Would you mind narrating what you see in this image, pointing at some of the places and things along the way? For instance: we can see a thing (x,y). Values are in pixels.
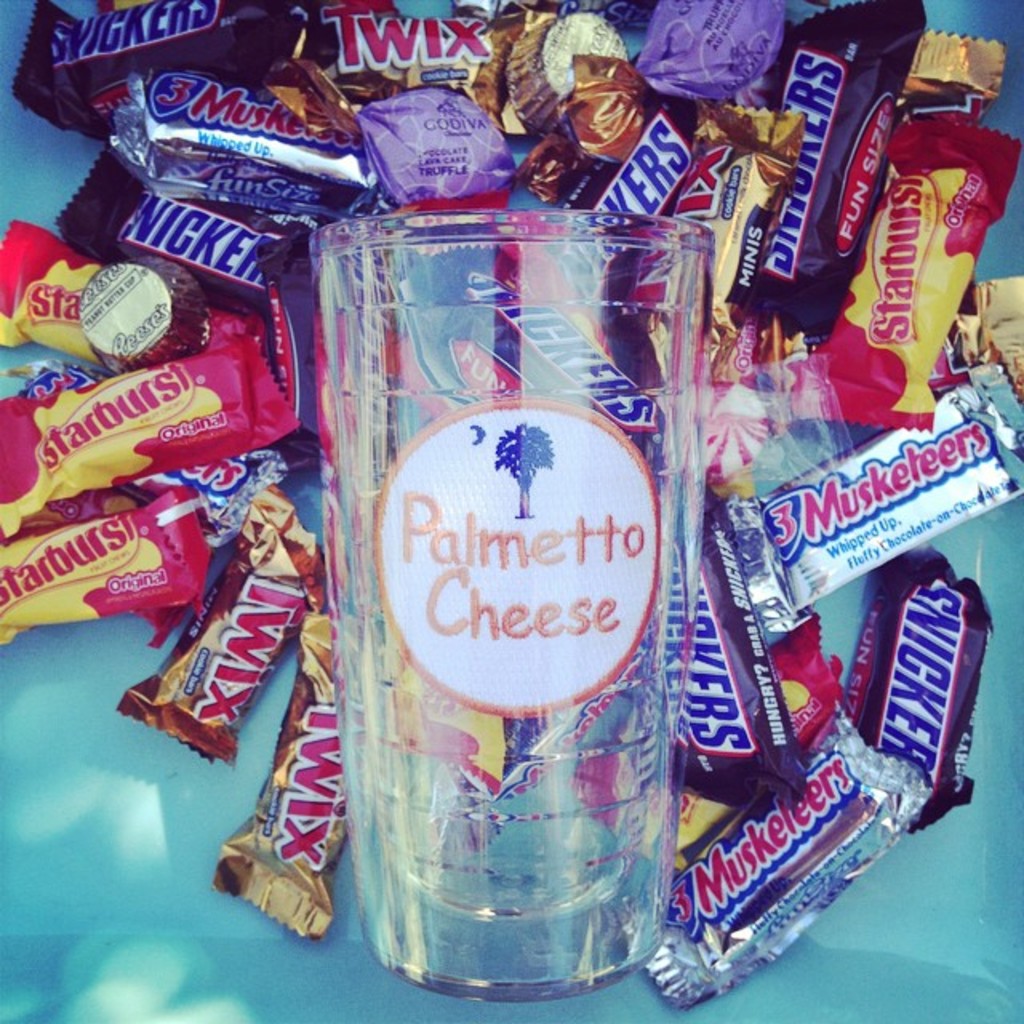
In this image there are chocolates (203,719) as we can see in middle of this image (401,389) and there is a glass (540,405) in middle of this image (523,534).
